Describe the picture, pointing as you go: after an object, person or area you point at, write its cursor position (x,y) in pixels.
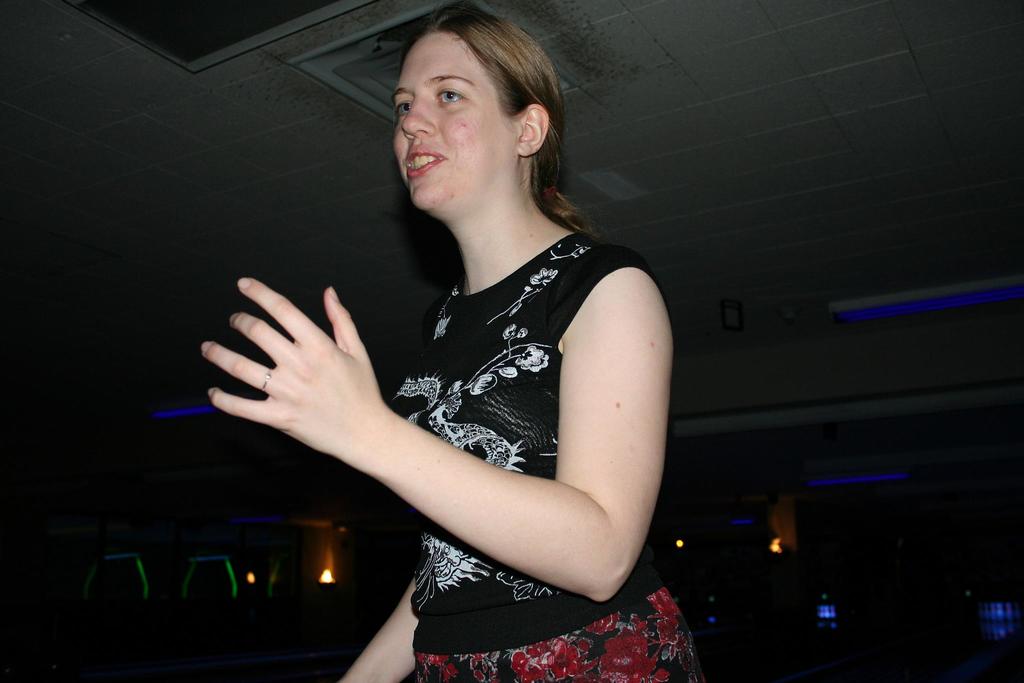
In the picture we can see a woman (413,476) standing and doing an action with hand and she is in black color top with some designs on it and behind her we can see dark with some lights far away and to the ceiling (897,338) we can see a blue color light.
